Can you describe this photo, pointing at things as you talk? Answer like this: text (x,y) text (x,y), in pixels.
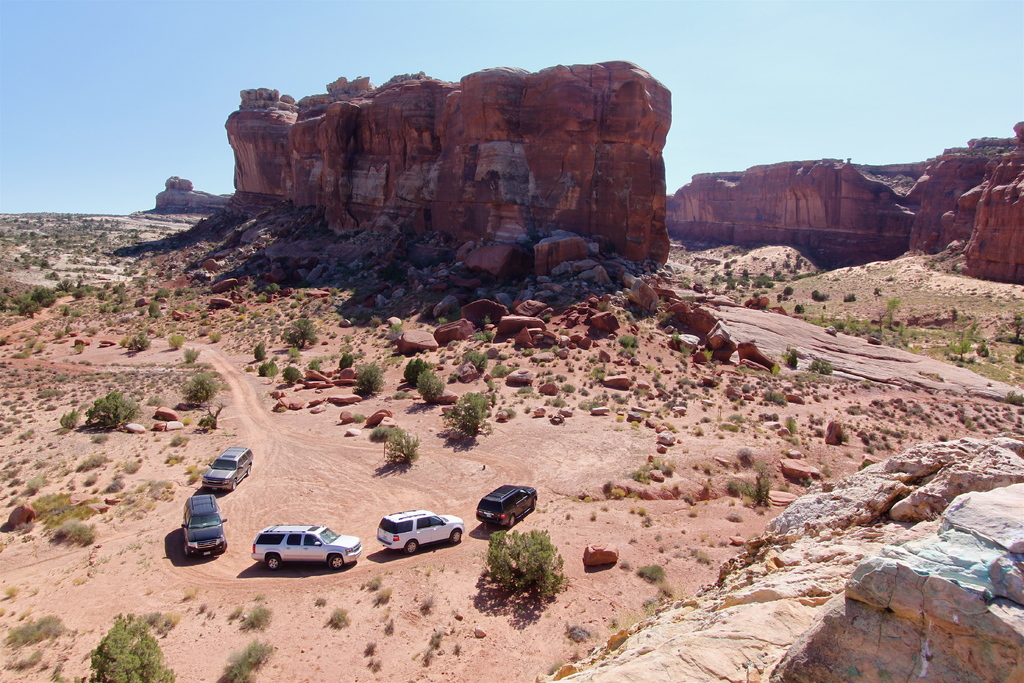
This is an outside view. Here I can see five cars (281,541) on the ground (520,642) and also I can see some plants (264,658). On the right side (973,451), I can see the rocks (979,245) on the ground (692,400). On the top of the image (184,101) I can see the sky (148,56).
